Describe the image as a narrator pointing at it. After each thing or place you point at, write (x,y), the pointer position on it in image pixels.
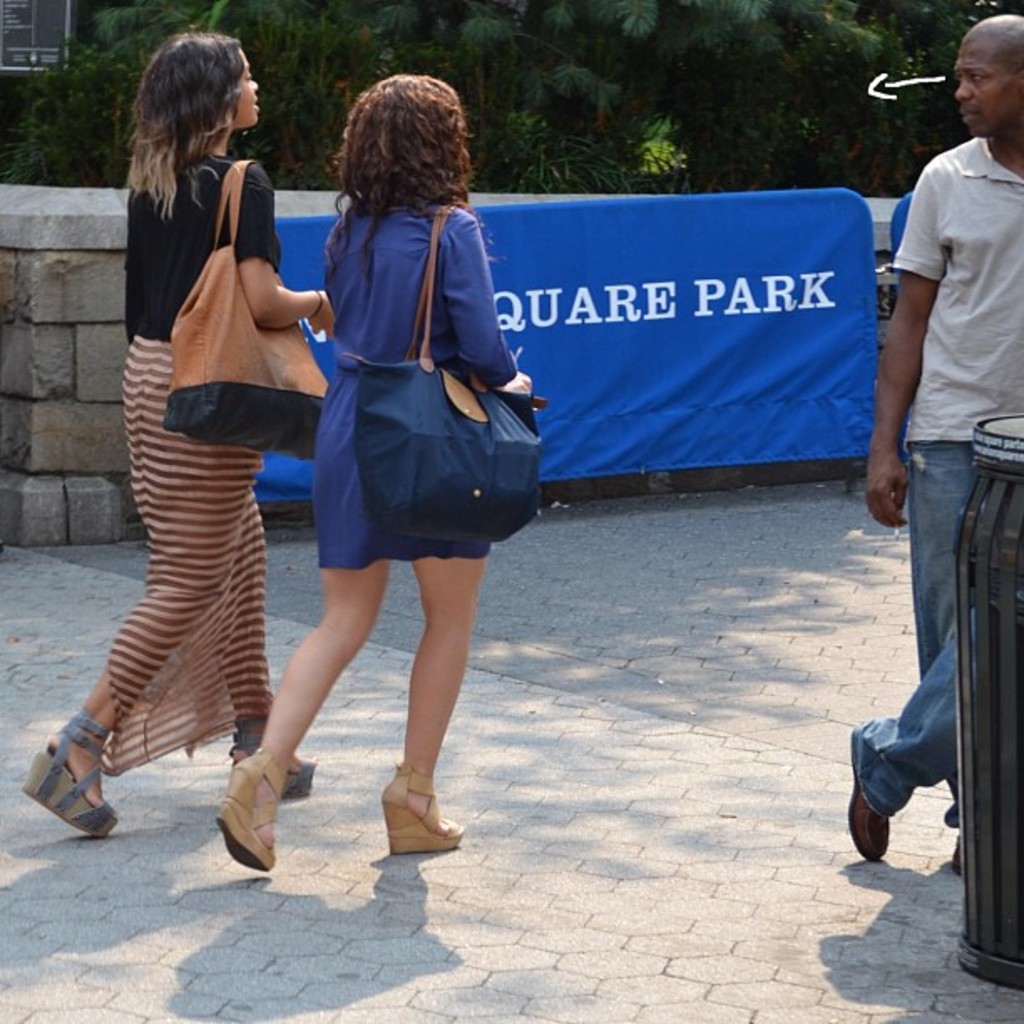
In this image at the center (375,582) there are two persons (325,407) walking on the road (364,761). On the right side of the image (884,840) there is a person (1007,273) standing by the dustbin (969,928). On the backside (627,278) there is a wall (562,197) with the banner (547,388) attached to it. In the background (571,9) there are trees (506,88).
